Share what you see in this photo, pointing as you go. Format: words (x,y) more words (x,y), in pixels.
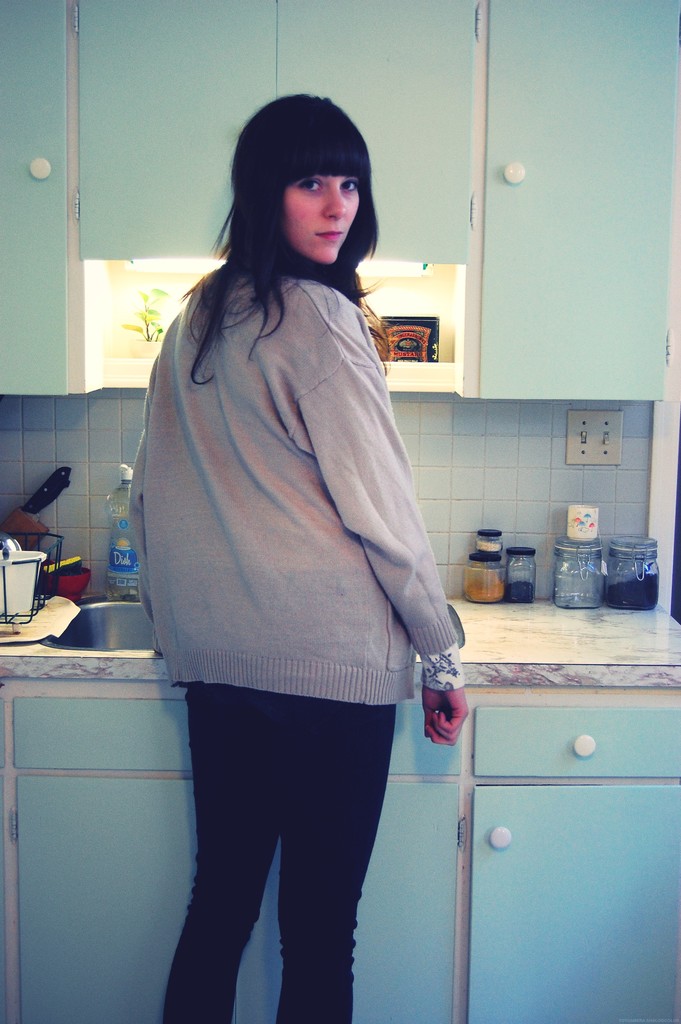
In the image we can see a woman (267,562) standing, wearing clothes (298,490). There is a wash basin (80,636), water bottle (128,532), knife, jar bottles (578,575), cupboards (433,146) and a plant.
